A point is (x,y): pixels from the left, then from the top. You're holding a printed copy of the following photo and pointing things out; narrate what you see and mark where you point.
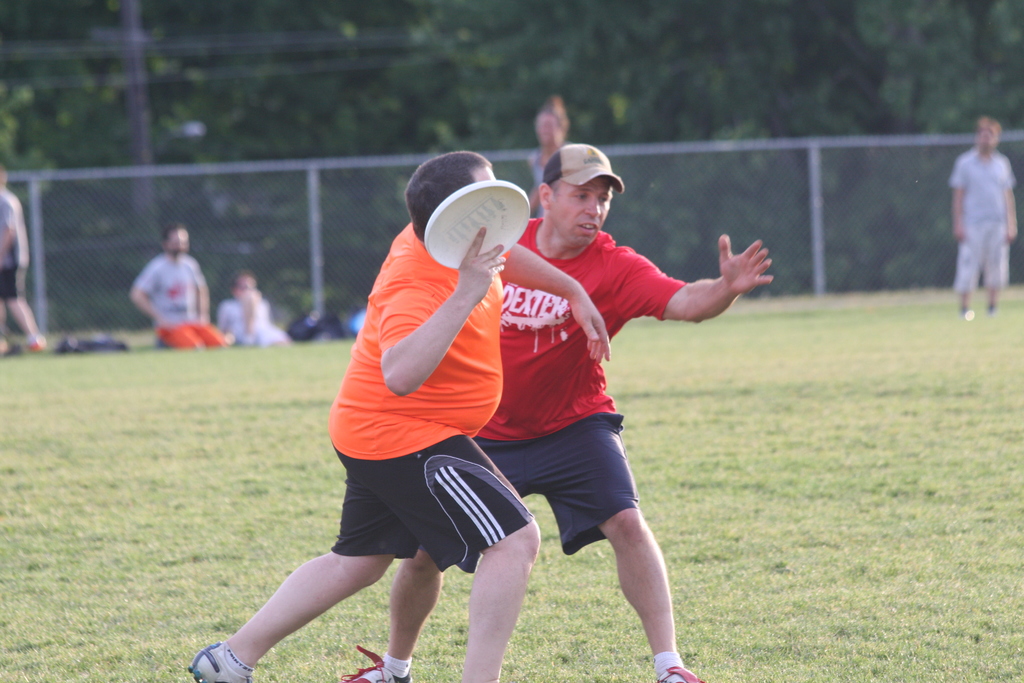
In this picture there is a man (381,357) who is wearing orange t-shirt (458,425), short (406,492) and shoes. He is holding a frisbee (453,227). Beside him we can see another man (559,214) who is wearing cap (601,153), red t-shirt (599,265), short (594,467) and shoe (678,679). Both of them are standing on the ground (635,682). On the right (969,187) there is another man (976,225) who is standing near to the fencing (896,257). On the left (263,329) there are two persons (170,305) were sitting near to the bags (317,319). Beside them there is a man (20,235). In the background (826,69) we can see many trees (487,129) and the fence (62,317).
